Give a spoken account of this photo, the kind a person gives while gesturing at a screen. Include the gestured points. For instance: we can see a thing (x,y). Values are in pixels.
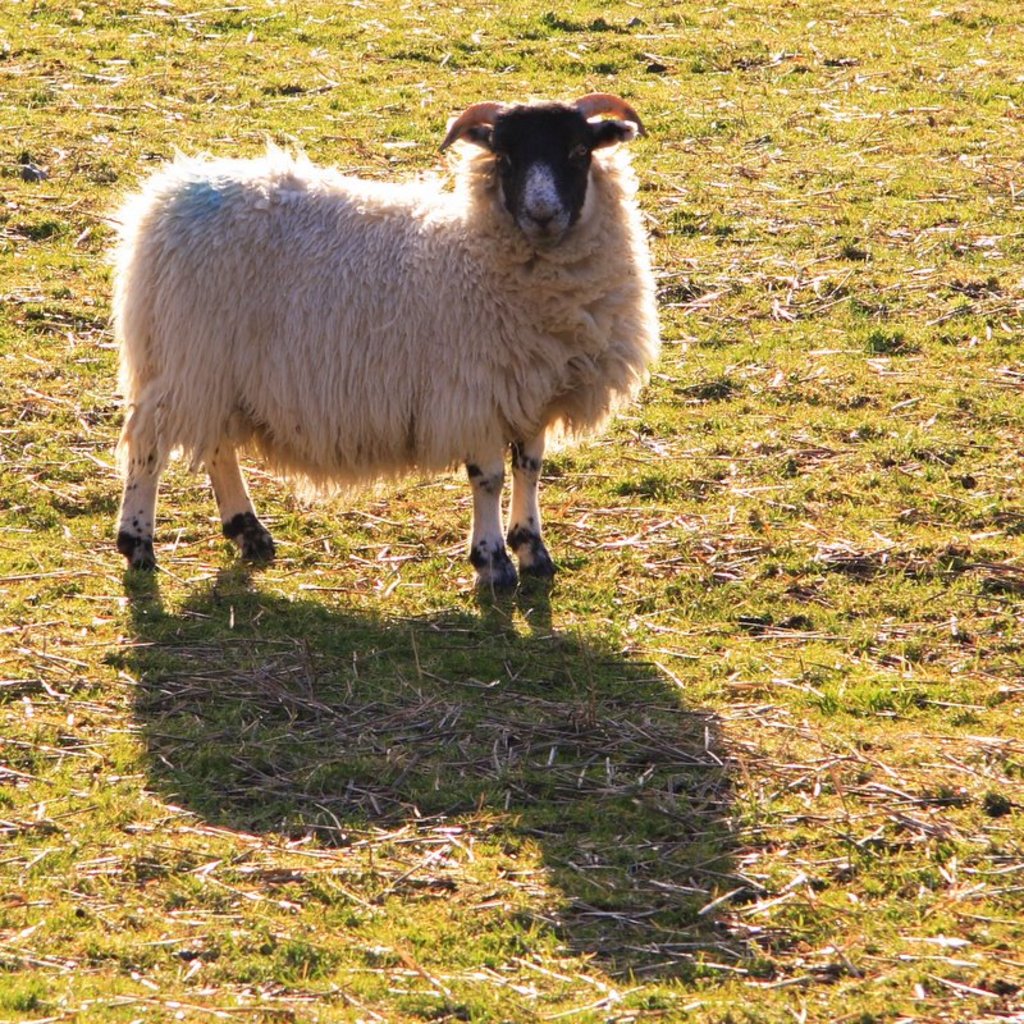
In this image, we can see a sheep (551,566). We can see the ground (856,618) covered with grass (893,644) and some wooden sticks (1004,779). We can also see the shadow (480,784) on the ground (480,761).
